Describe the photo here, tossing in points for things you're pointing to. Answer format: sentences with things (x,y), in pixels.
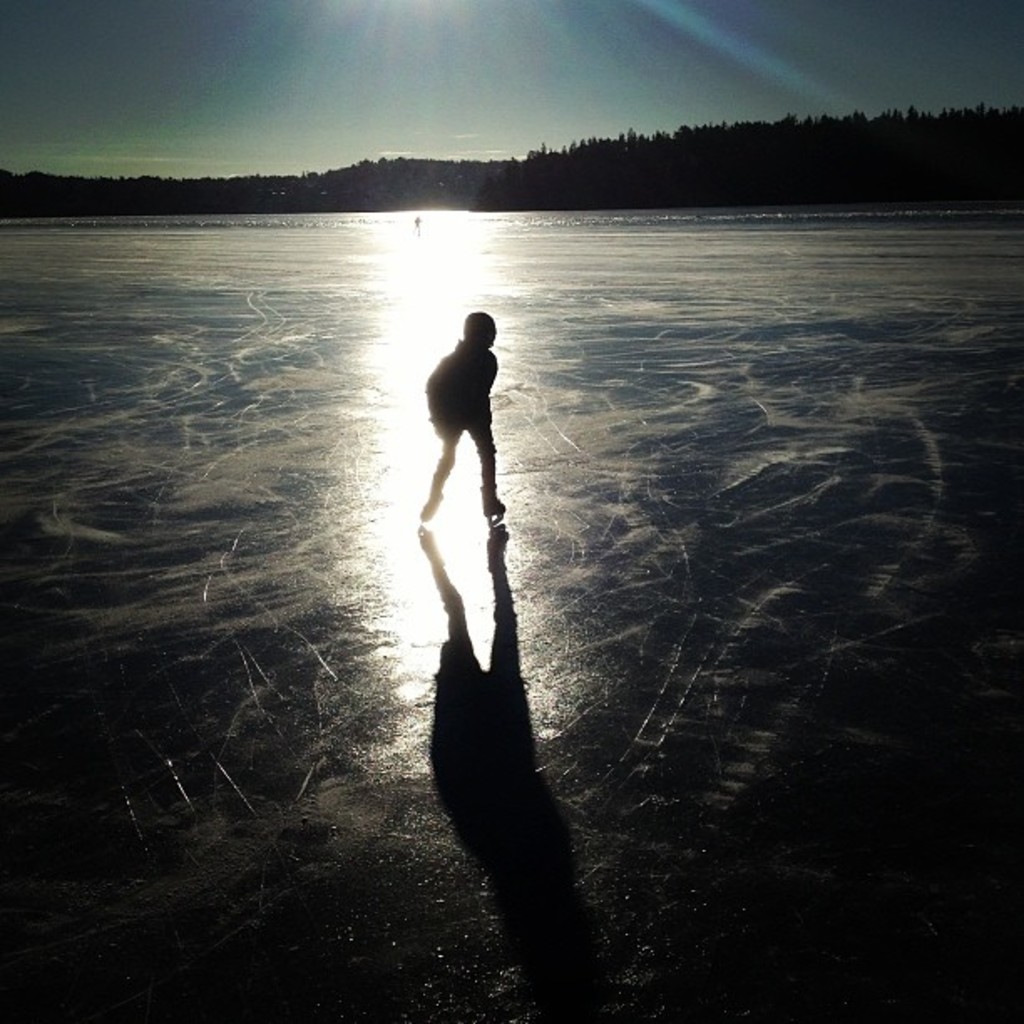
In the picture we can see the clear surface (560,792) on it, we can see a person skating and far away from him we can see another person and in the background (336,199), we can see full of trees (962,117) and behind it we can see a sky (556,133) with sunshine (492,3).
